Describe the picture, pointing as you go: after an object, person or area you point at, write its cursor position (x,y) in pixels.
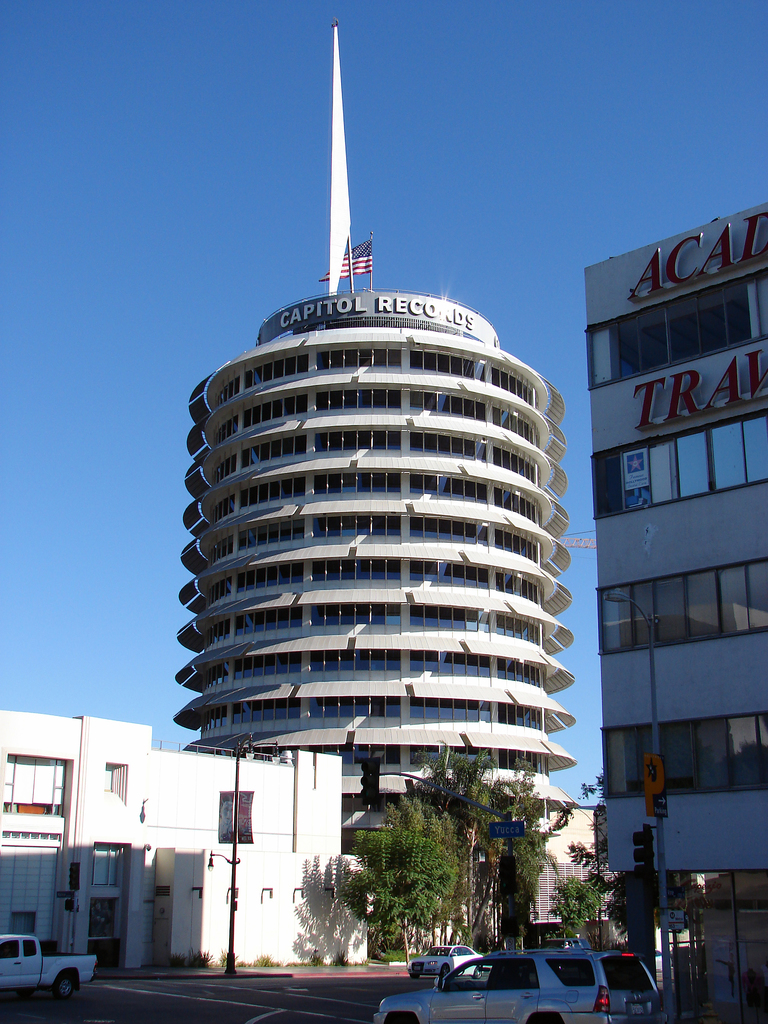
These are buildings (258,453), trees (474,824) and vehicles (508,970), this is sky (44,414).
